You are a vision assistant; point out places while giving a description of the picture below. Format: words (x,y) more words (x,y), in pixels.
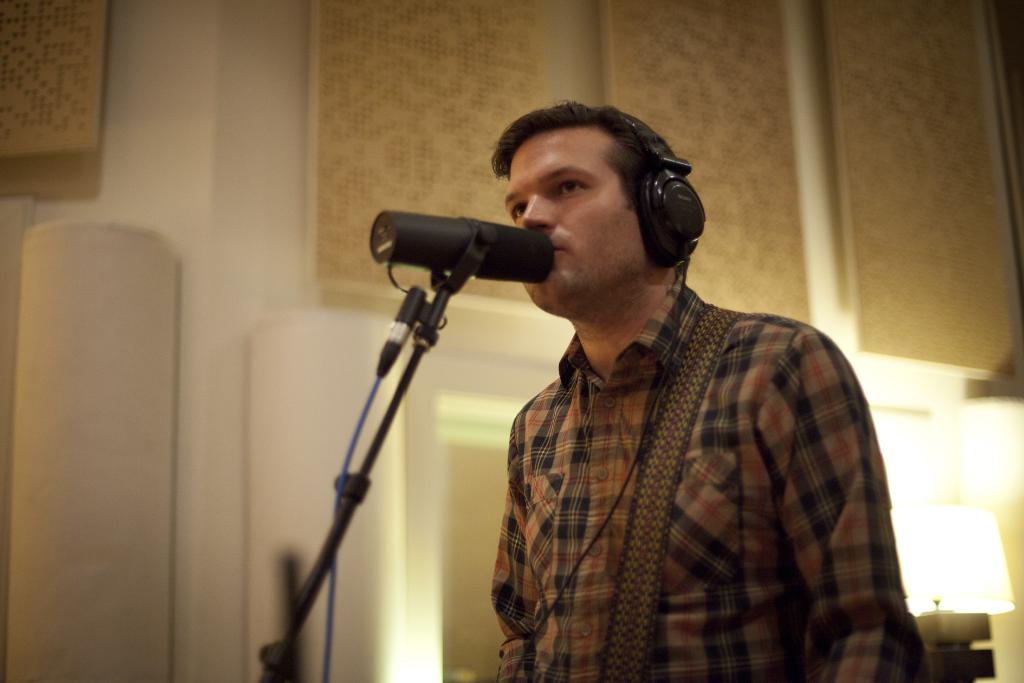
In this image a person (824,635) is wearing headsets (649,230). Before him there is a mike stand (296,623). Right bottom there is a lamp (996,580). Background (919,316) there is a wall (905,331).
